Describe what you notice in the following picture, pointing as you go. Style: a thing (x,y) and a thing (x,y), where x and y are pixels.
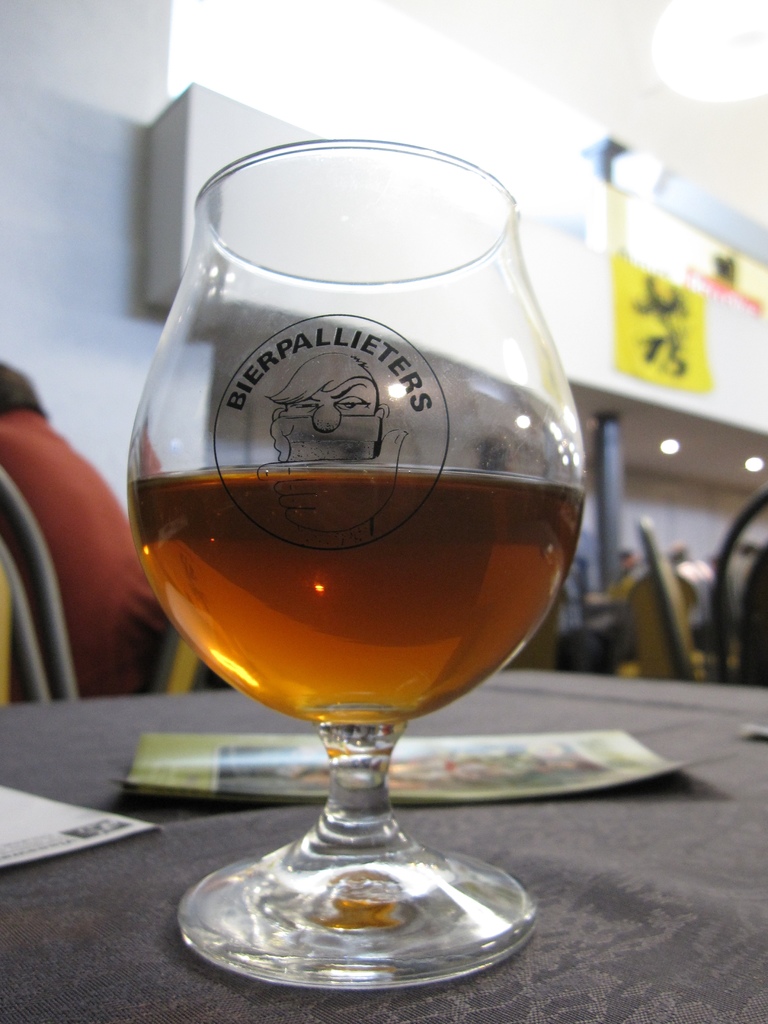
In this picture I can see a glass (264,382) and couple of papers (274,793) on the table (549,721) and I can see a human (108,605) seated on the chair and I can see few chairs (716,629) and It looks like a inner view of a building (557,231) and I can see few lights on the ceiling (717,458).
